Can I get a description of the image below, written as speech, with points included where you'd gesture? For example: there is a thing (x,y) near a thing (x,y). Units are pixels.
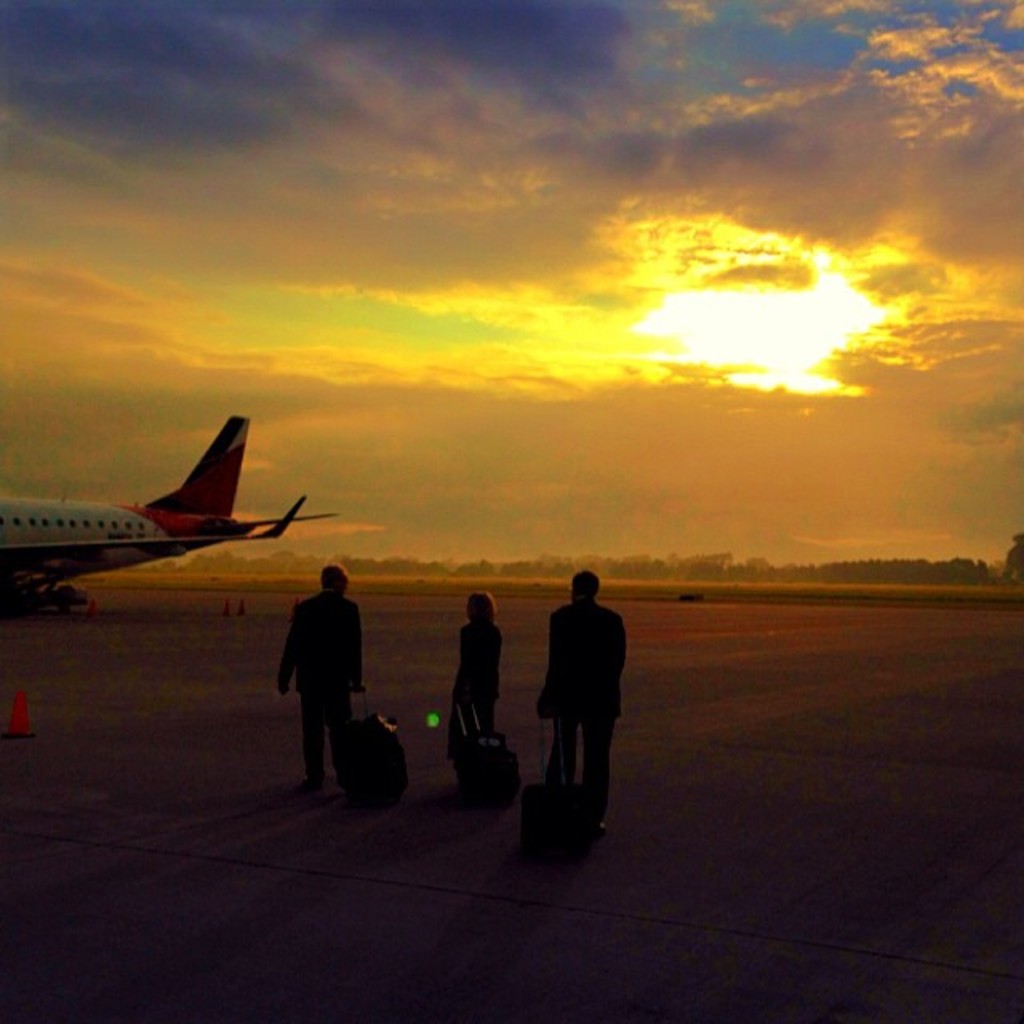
In this image we can see persons (310,724) walking on the road (417,738) and holding suitcases (469,761) in their hands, traffic cones (224,613), aeroplane (245,540), trees (770,560) and sky (626,322) with clouds (355,345).
